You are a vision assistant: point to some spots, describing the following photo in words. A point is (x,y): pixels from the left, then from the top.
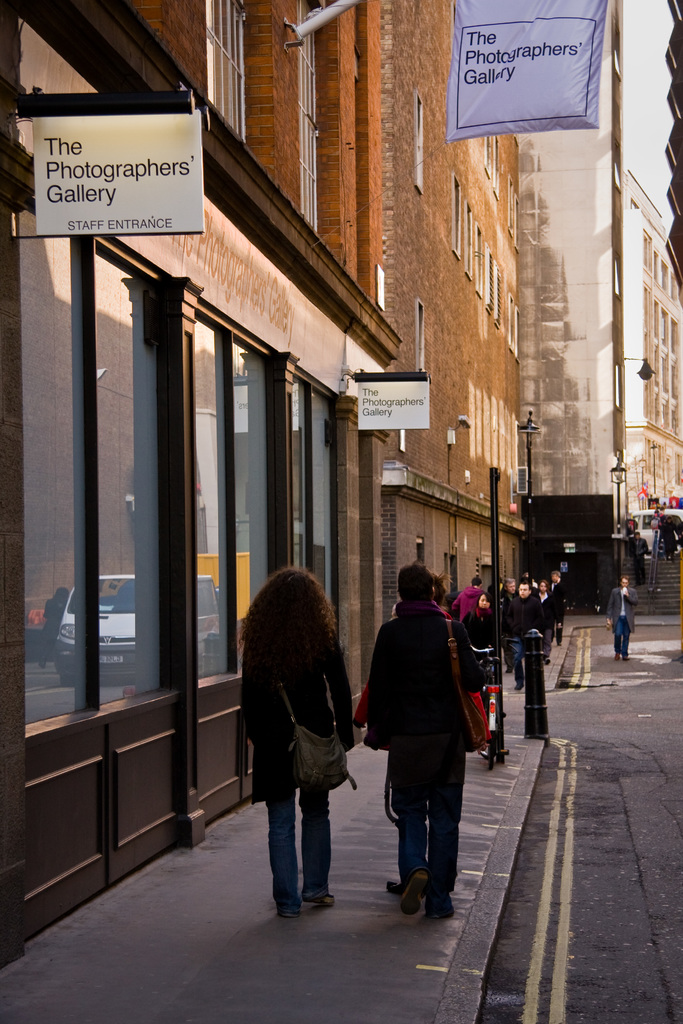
In the foreground of this image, on the side path (213,889), there are persons (285,761) walking. On the right (645,803), there is the road (665,849). On the left (96,564), there are buildings (269,545), poles (498,570), posters (163,197) and in the background (645,598), there are stairs (660,587) on the right (665,575).
